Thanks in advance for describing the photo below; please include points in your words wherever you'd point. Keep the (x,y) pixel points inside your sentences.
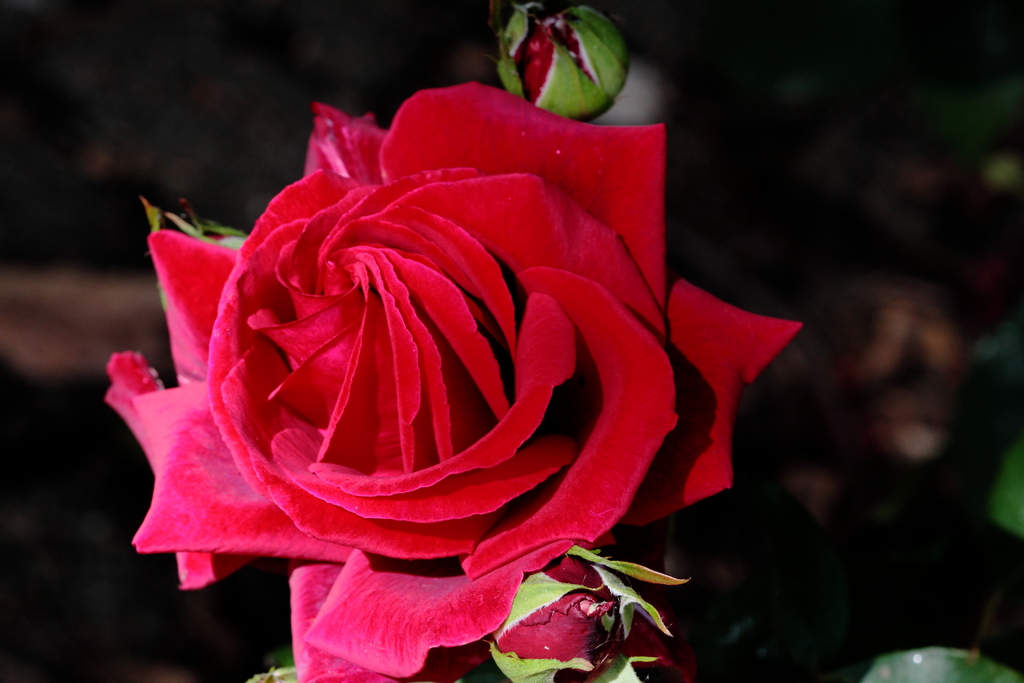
In the picture I can see a red color rose (538,424) and buds (521,88) and the background of the image (723,514) is dark.
